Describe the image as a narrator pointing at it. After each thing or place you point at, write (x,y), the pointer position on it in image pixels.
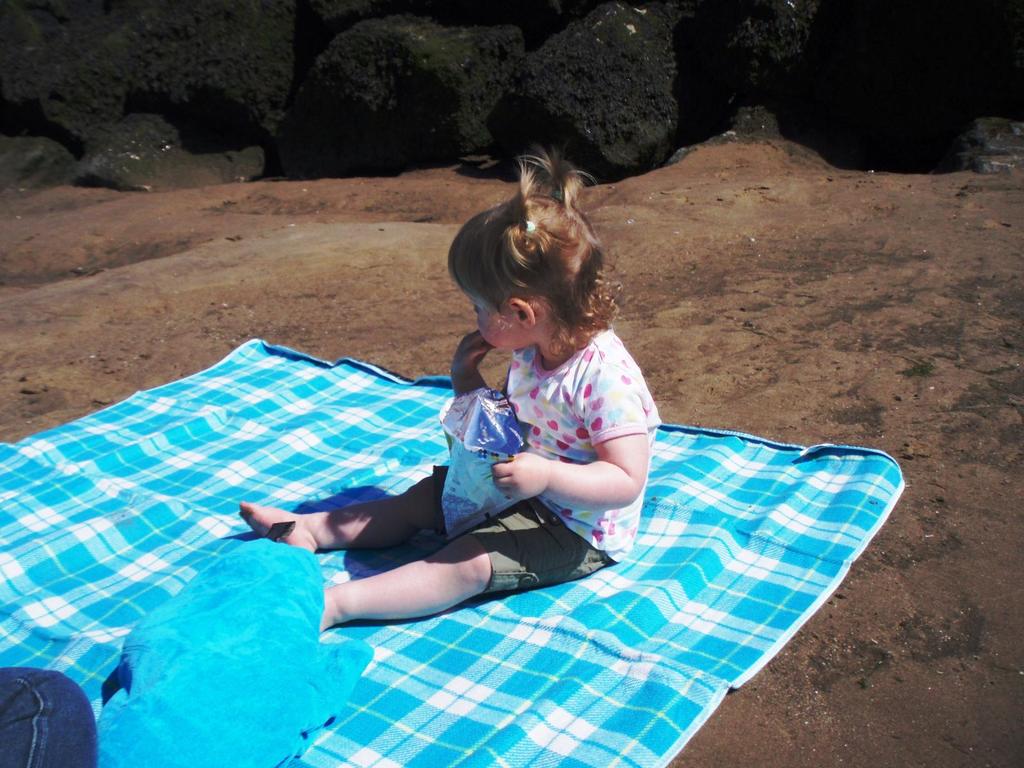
There is one kid (475,590) sitting on a cloth (322,740) and holding an object (494,471) as we can see in the middle of this image (494,464). We can see rocks (556,107) in the background (486,108).
